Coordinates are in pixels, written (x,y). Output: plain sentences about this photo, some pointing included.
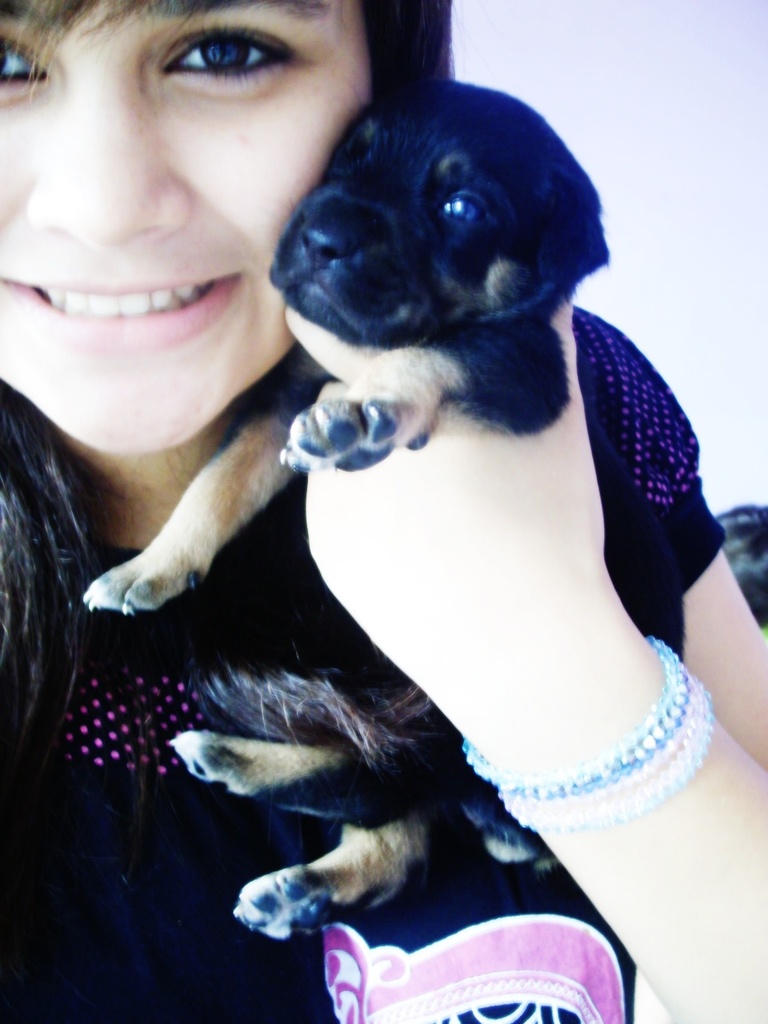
In this image, there is a woman (485,461) holding a dog (399,413) in her hand (493,457) and having a smile (170,288) on her face (175,345), whose is half visible. on the top right (623,63), a wall (667,66) visible of white in color.
